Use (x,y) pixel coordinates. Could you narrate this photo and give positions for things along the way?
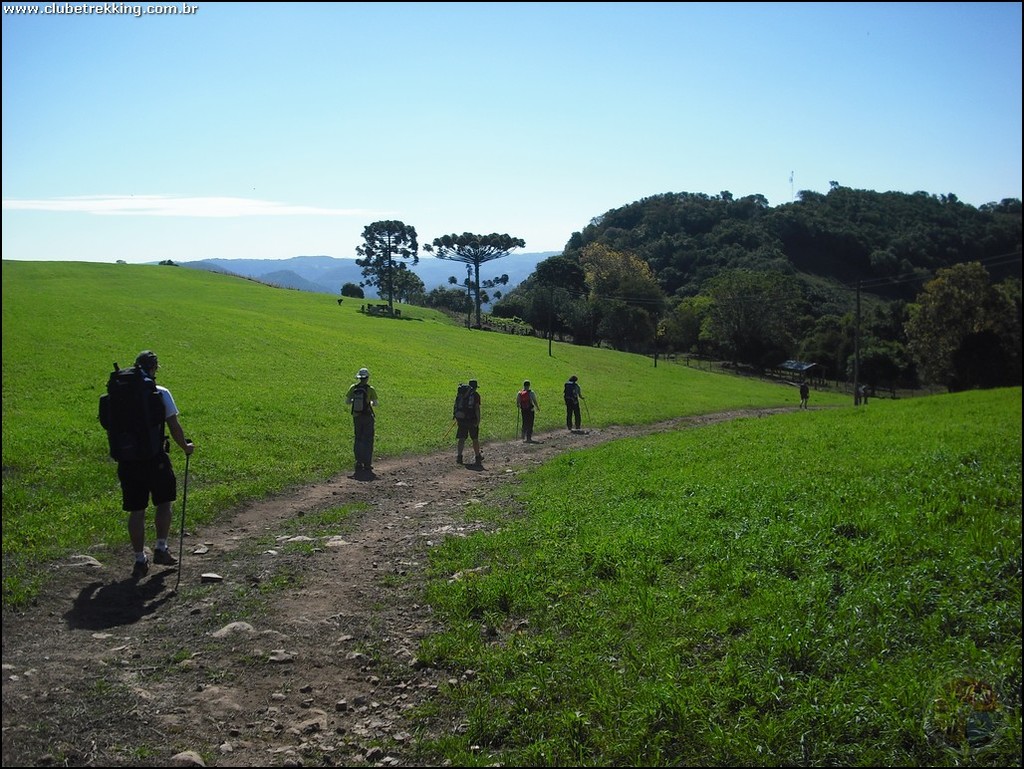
As we can see in the image there are few people (166,462) here and there wearing bags (144,454) and walking. There are trees (769,309), hill (688,290) and grass (330,447). On the top (380,126) there is sky (370,126).
